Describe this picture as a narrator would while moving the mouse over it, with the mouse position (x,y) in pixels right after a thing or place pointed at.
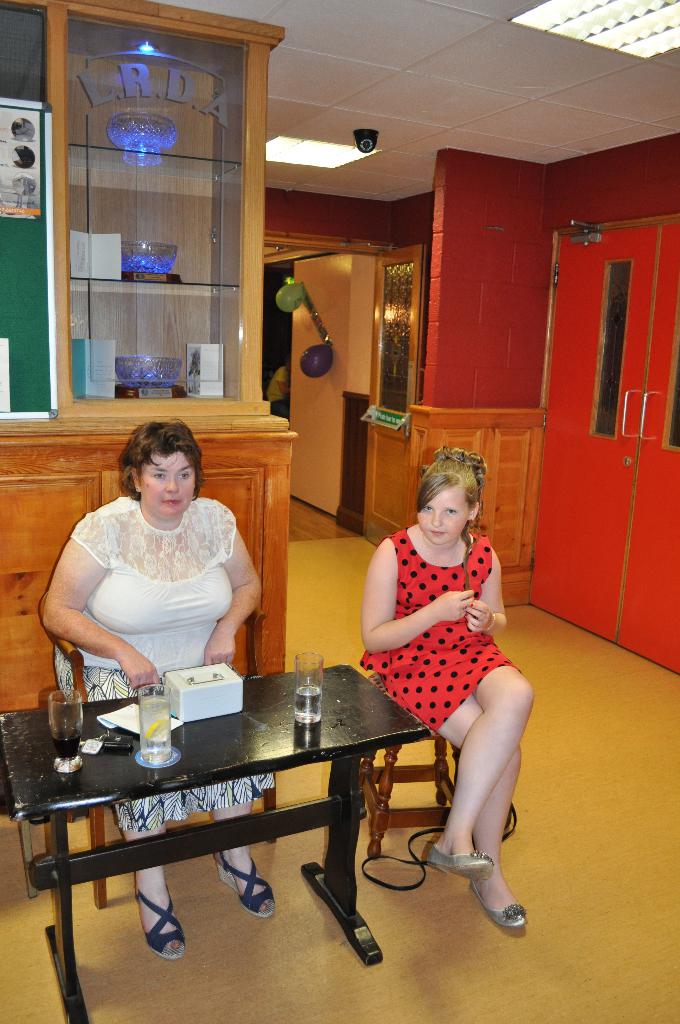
This picture is clicked inside a room (323,978). Woman (208,582) in white dress (140,535) is sitting on chair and in front of her, we see a black table (249,729) on which water glass (310,708), a white box (198,718), paper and a glass (66,744) containing wine (66,744) are placed on it and beside her, we see a girl (415,587) in black and red dress (426,641) is sitting on chair (437,781) and behind them, we see cupboard (182,379) and on the right corner of the picture (545,430), we see a door (595,511) which is red in color and behind them, we see two balloons (316,368) one in purple and the other in green color. On top of the picture (308,8), we see the ceiling (375,156) of the room (351,147).
